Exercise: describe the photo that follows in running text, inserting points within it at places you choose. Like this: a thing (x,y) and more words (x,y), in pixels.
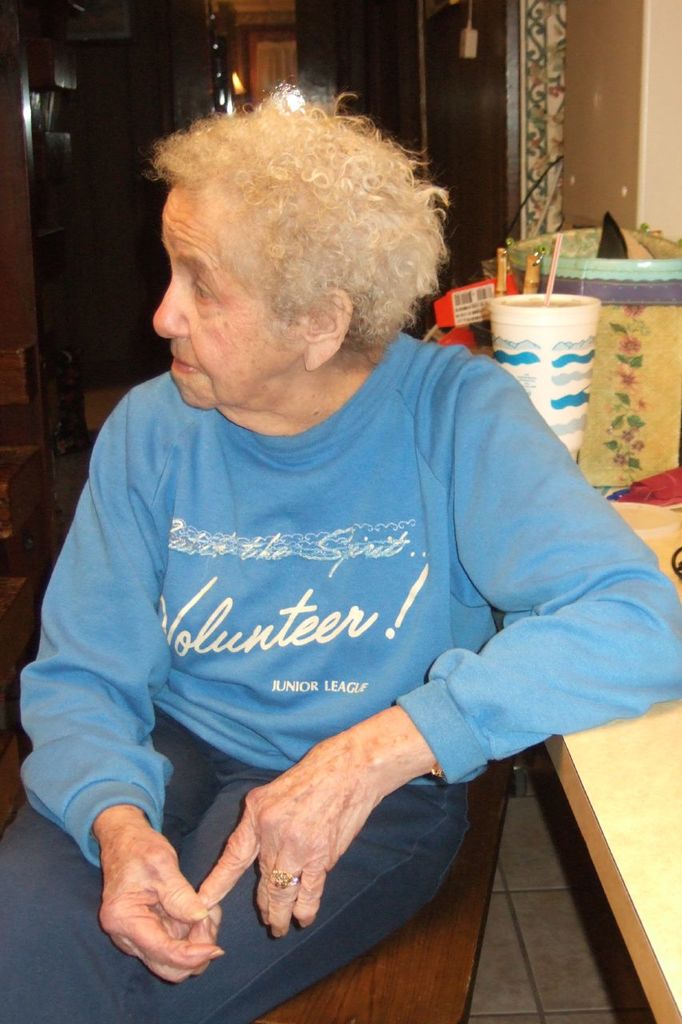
In the center of the image (369,386) there is a old lady (154,983) sitting on the bench (432,1013) wearing blue color t-shirt (229,747). To the right side of the image (658,993) there is a table (676,840) on which there are many objects (522,333). In the background of the image (486,69) there is a door (486,69).
